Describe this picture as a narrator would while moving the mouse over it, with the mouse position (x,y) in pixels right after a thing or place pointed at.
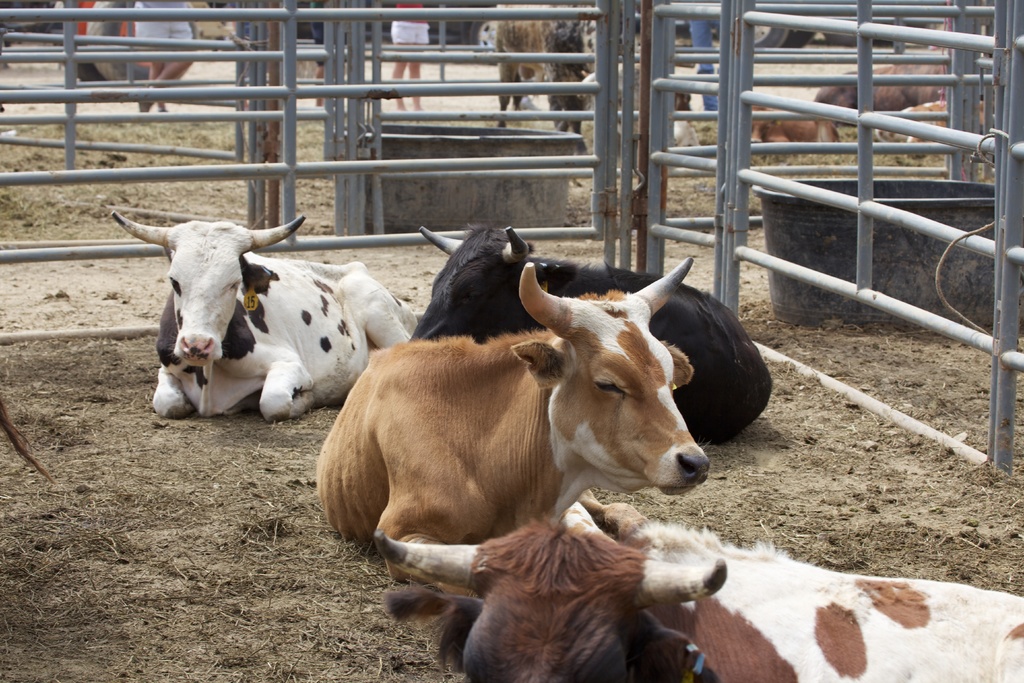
In this image we can see cows (458,456) on the ground (284,527). There are railings (866,271) and there are water troughs (897,260). In the back (163,28) we can see few people (189,30). Also there are cows (572,105).
